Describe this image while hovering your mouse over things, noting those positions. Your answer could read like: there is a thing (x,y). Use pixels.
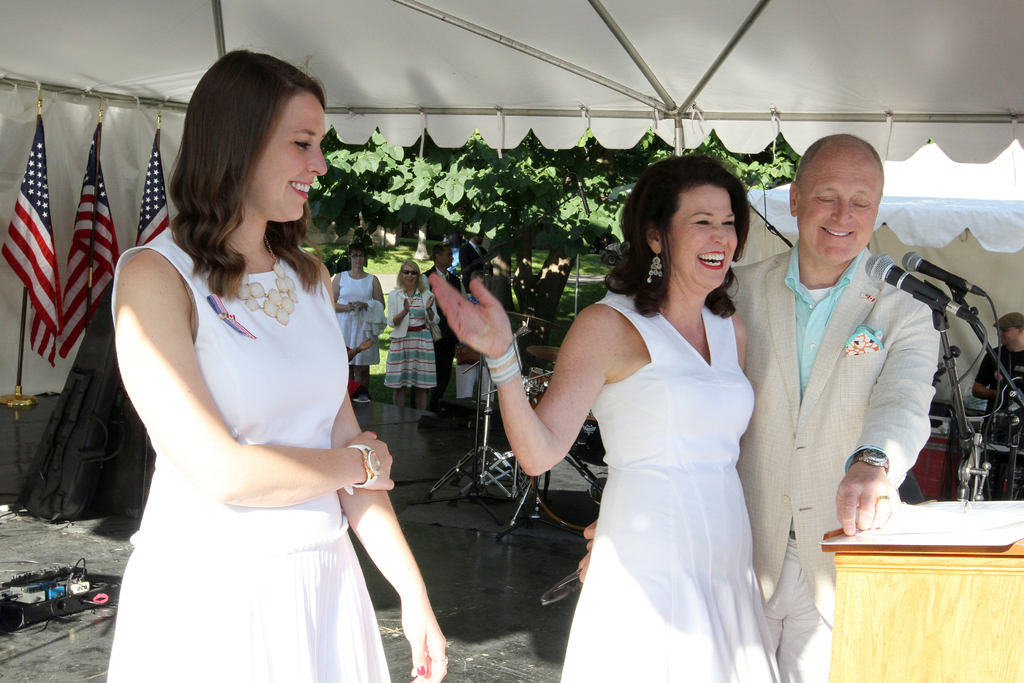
In this picture I can see there are three people (788,404) standing and smiling and among them there are two women (503,349) wearing white dresses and there is a table (950,566) here with micro phones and there are flags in the backdrop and there are few people (463,262) standing at the tree (588,149).
